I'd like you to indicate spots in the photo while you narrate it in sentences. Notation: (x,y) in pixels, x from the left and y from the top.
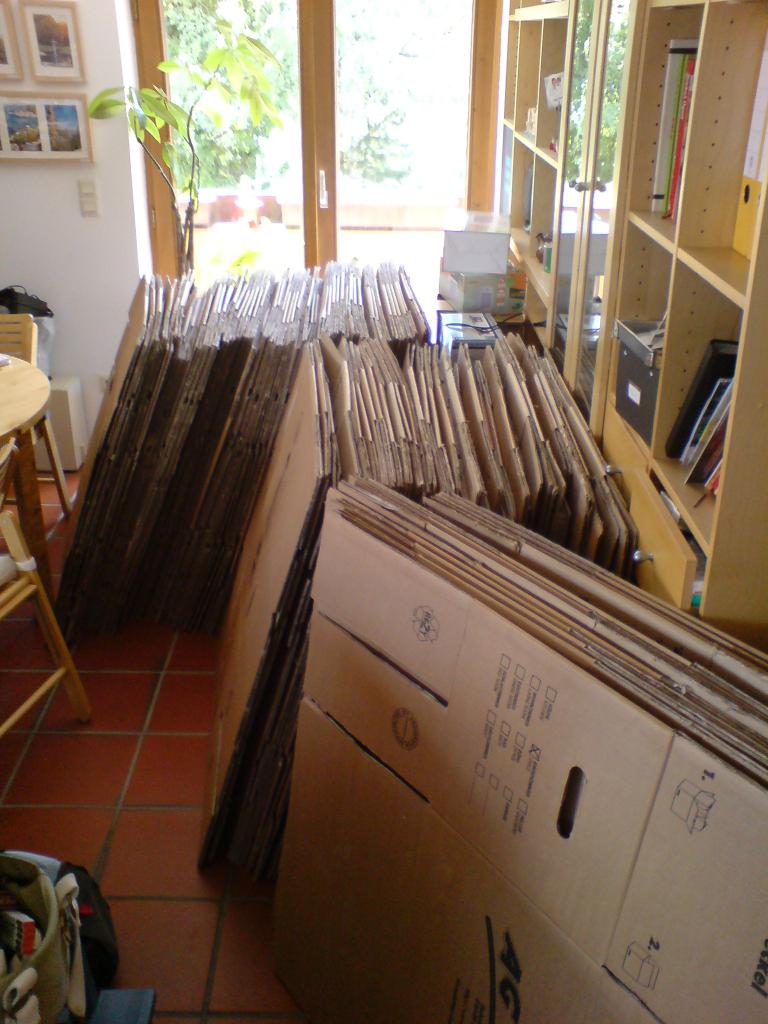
In this image I can see many cardboard sheets (293,726). To the right (696,492) I can see many objects (710,492) in the cupboard (583,208). To the left (6,721) I can see the chairs (12,607), table (27,389) and few objects (67,441). In the background (151,216) I can see the plant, glass door (206,159) and frames (40,152) to the wall (69,167). I can see the trees (217,174) through the glass (217,95).
